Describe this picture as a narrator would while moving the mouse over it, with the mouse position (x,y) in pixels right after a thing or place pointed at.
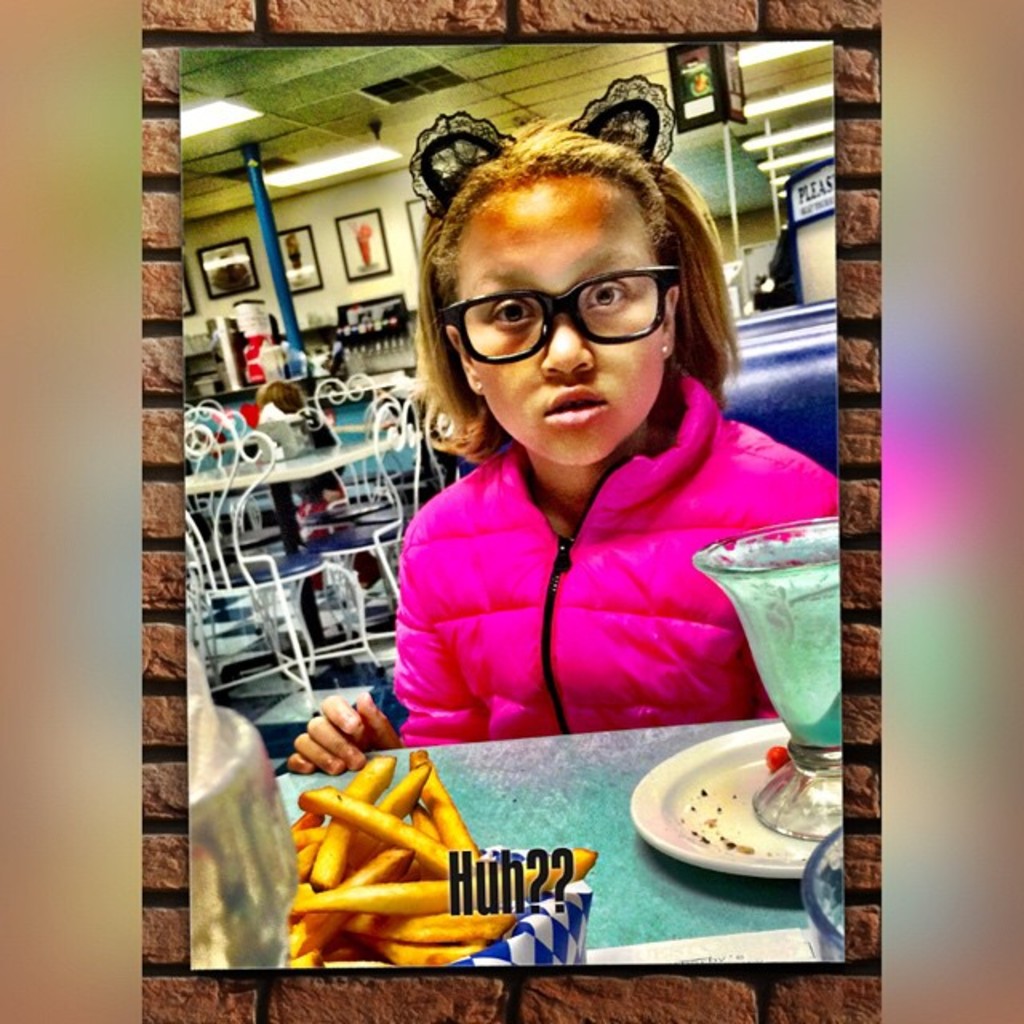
In this picture there is a girl (661,711) who is sitting on the chair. On the table (547,819) we can see fries (471,930) and other objects (720,822). In the background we can see table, chairs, photo frames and tube-light (778,159).
